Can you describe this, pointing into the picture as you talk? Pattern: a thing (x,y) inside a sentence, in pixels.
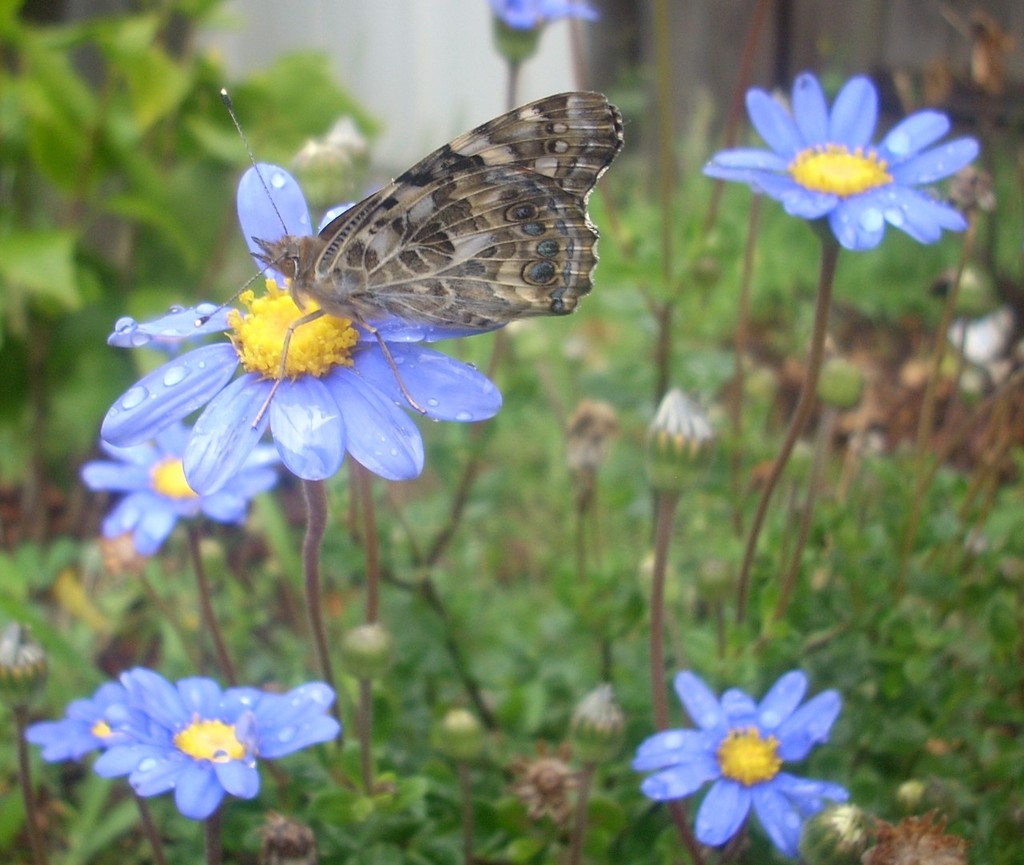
This image is taken outdoors. In the background (127,256) there are a few plants (313,75). At the bottom of the image (525,710) there is a ground (871,663) with grass (888,674) on it. In the middle of the image (424,576) there are a few plants (447,682) with leaves (617,750), stems (431,556) and flowers (672,751). Those flowers (260,708) are purple and yellow in colors. In the middle of the image (433,311) there is a butterfly (363,255) on the flower (326,218).
